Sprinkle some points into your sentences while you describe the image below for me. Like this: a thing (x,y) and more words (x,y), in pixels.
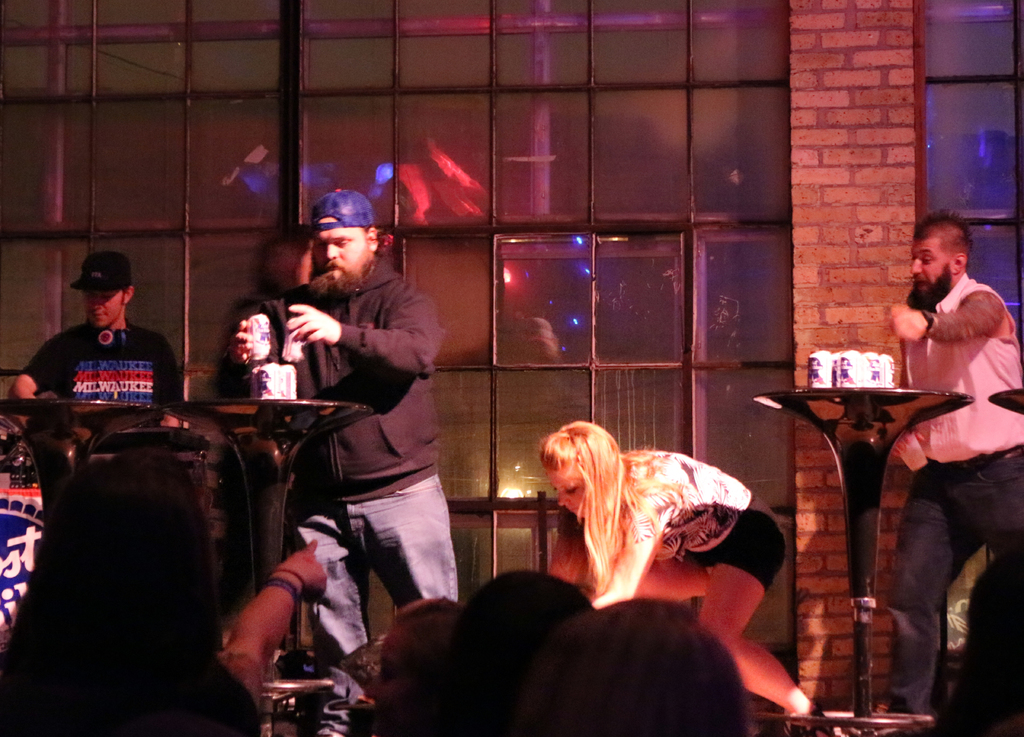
In this image we can see a few people (193,556), among them one person (373,465) is holding the objects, we can see three stands (887,399), on the stands (887,399) there are some objects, in the background (680,128) we can see the wall (897,219).
